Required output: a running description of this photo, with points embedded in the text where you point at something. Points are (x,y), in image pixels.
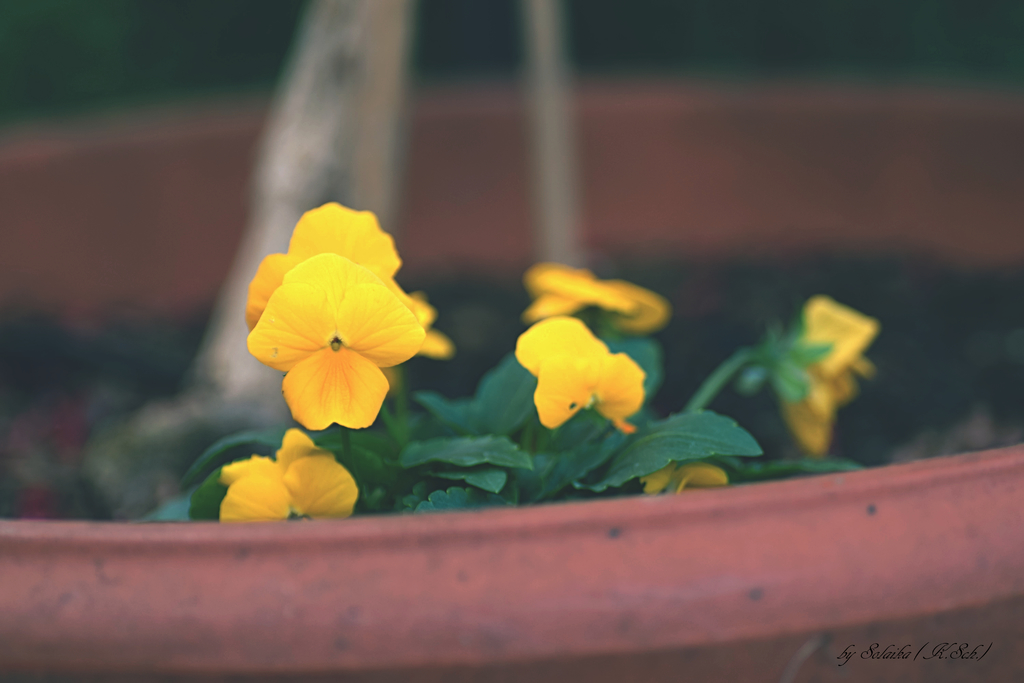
This is a macro photography of the flowers (229,480) from a potted plant (234,536).
